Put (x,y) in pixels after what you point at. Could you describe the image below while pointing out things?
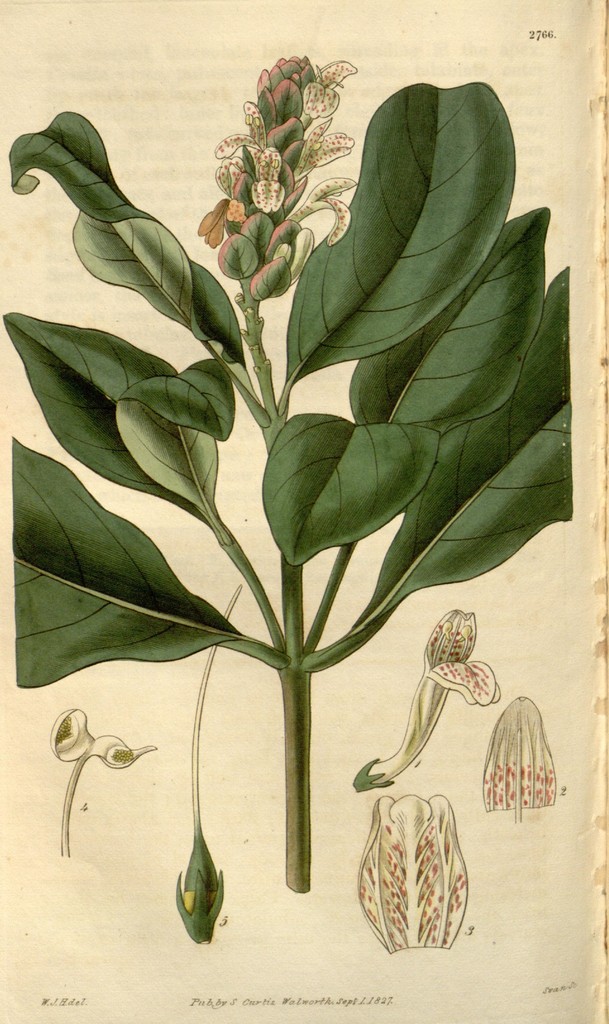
In this picture, we can see an art (385,420) with some images (238,598), and some text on it.
